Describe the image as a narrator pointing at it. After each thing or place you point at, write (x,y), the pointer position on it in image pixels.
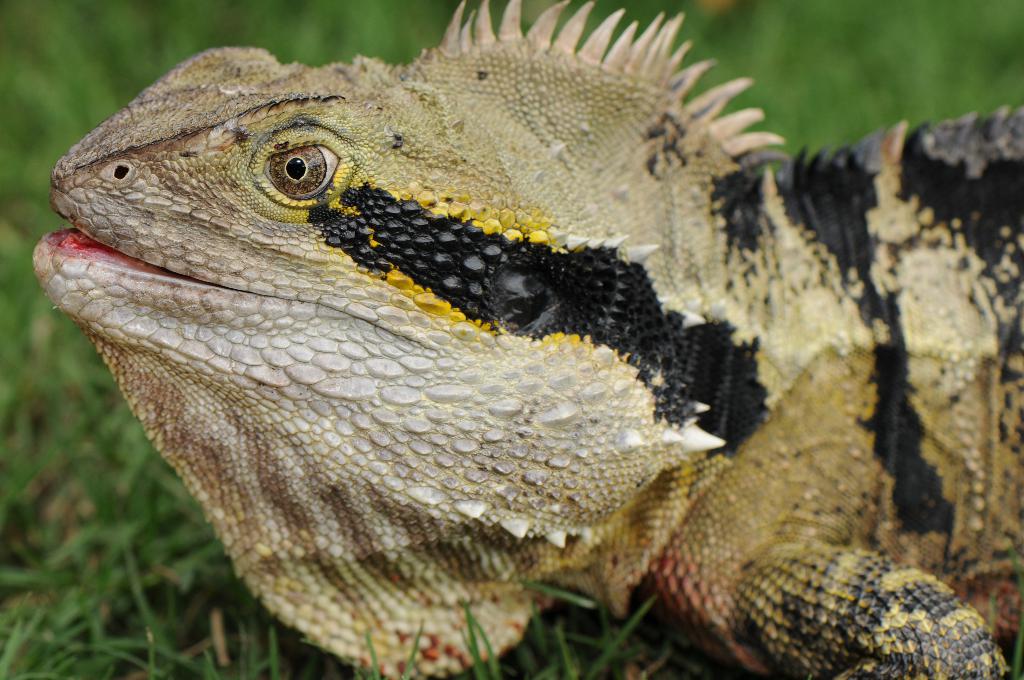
It is a zoom in picture of a reptile (554,418) present on the grass (130,531).
